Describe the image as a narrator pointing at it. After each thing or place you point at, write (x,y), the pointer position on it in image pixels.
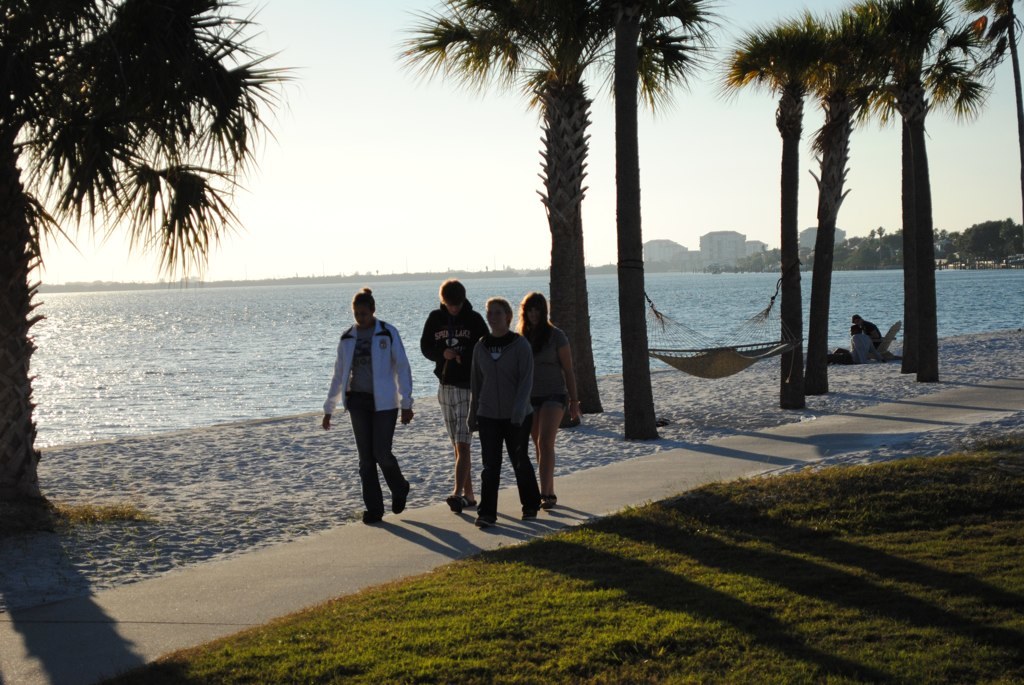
In this image in the center (459,371) there are some people (454,373) who are walking on a pavement (628,487), and at the bottom (602,576) there is grass (866,545). In the background (50,494) there is a beach (680,379) and some trees (813,304), buildings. At the top (487,156) there is sky (414,193), in the center (665,350) there are some persons (861,345) and swing (705,350).
